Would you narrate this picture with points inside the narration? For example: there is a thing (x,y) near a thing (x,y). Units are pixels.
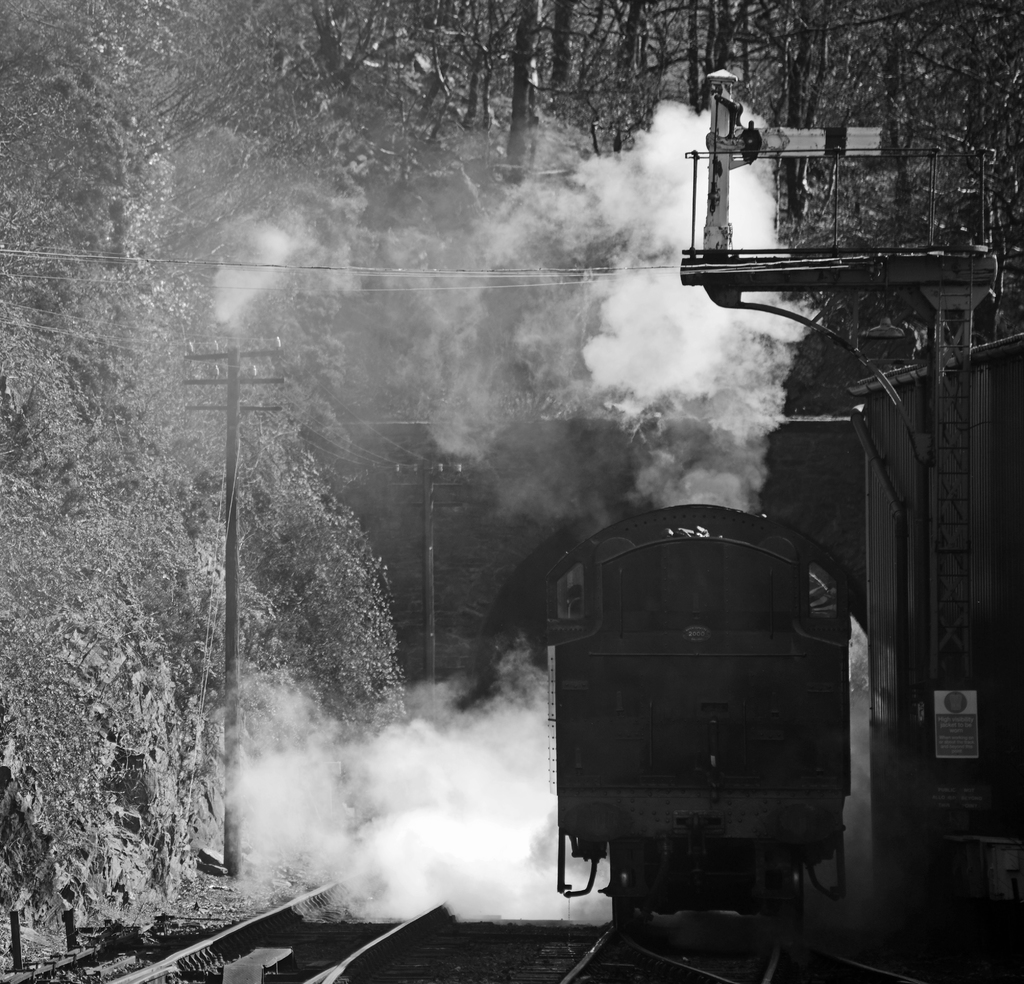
Here in this picture we can see a train (632,629) present on a railway track (657,974) and beside that also we can see other tracks (315,926) present and we can see smoke (623,351) released by the engine (573,744) and we can see electric poles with wires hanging over there and we can also see plants (86,421) and trees (265,213) covered over there.
